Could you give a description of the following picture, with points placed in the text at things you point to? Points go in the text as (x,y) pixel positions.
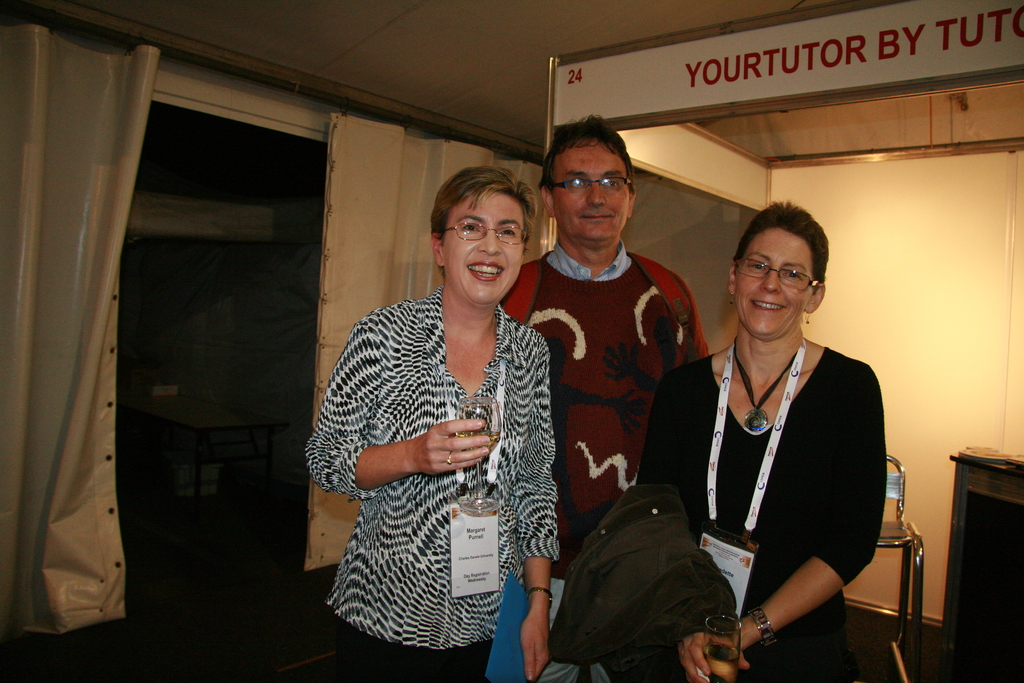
In this picture we can see three people (601,346), they are wearing spectacles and two people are wearing id cards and holding glasses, one woman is holding an object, here we can see a cloth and in the background (374,279) we can see curtains (365,256), chair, table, wall (903,227), name board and some objects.
